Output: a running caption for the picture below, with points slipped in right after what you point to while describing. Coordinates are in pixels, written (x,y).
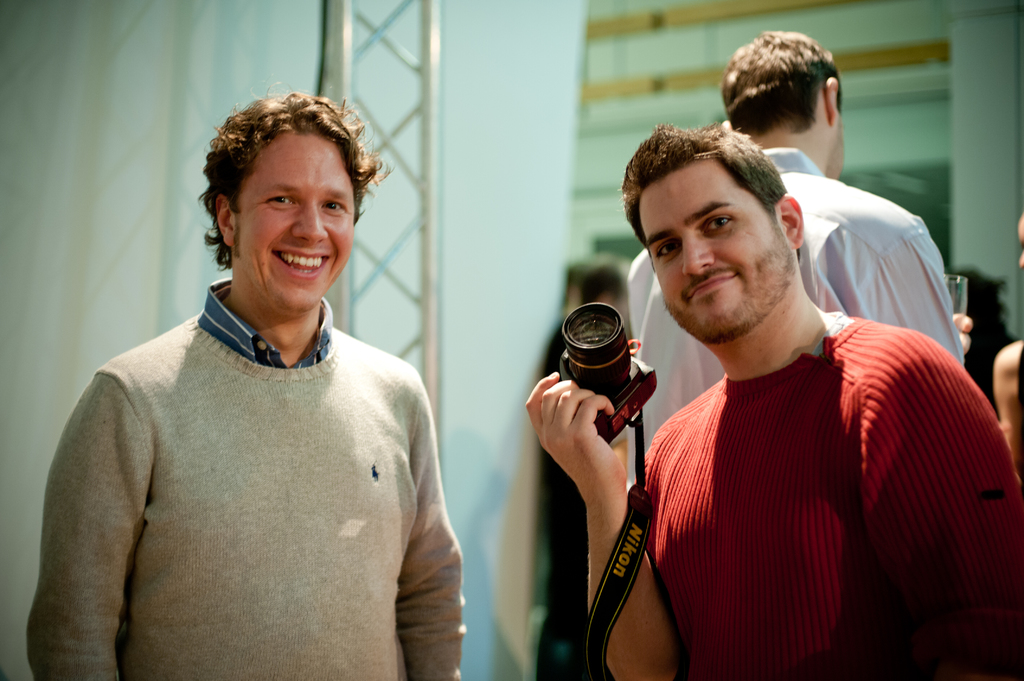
In this image we can see two men (248,230). Here we can see a man (777,365) on the right side (755,435) is wearing a red color T-shirt (854,495) and he is holding the camera (576,331) in his right hand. Here we can see a man (335,394) on the left side (289,429) and there is a pretty smile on his face (309,290). In the background (824,257), we can see a man (883,253) holding the glass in the hand (963,329).
